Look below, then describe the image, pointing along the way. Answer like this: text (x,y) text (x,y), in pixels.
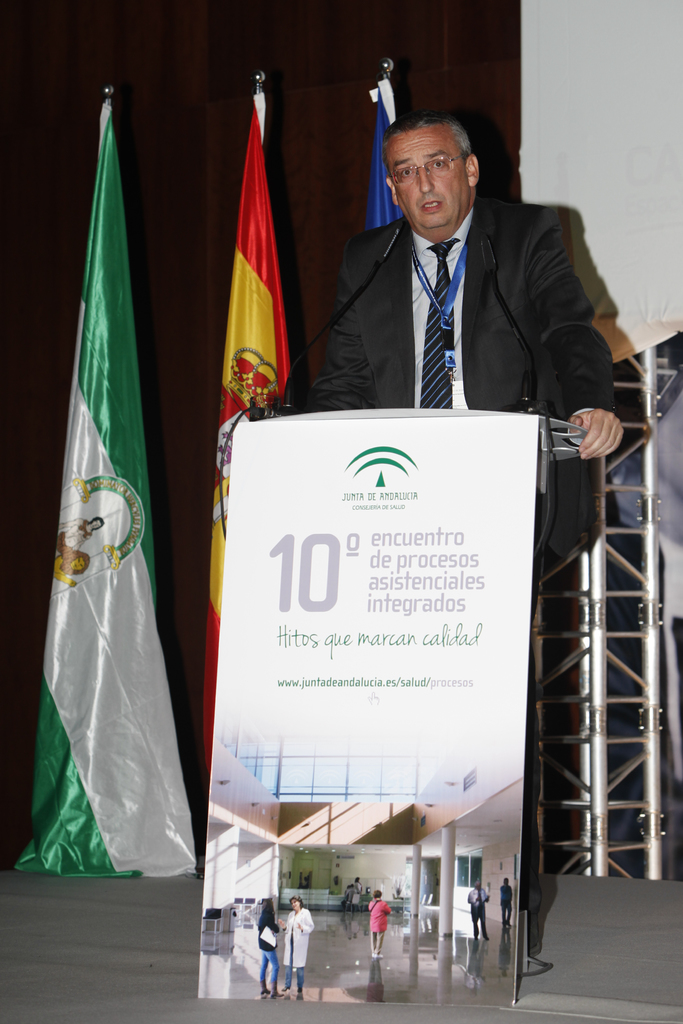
A man (566,352) is standing, this is microphone (368,279) and flags (146,490), this is poster (379,796).
